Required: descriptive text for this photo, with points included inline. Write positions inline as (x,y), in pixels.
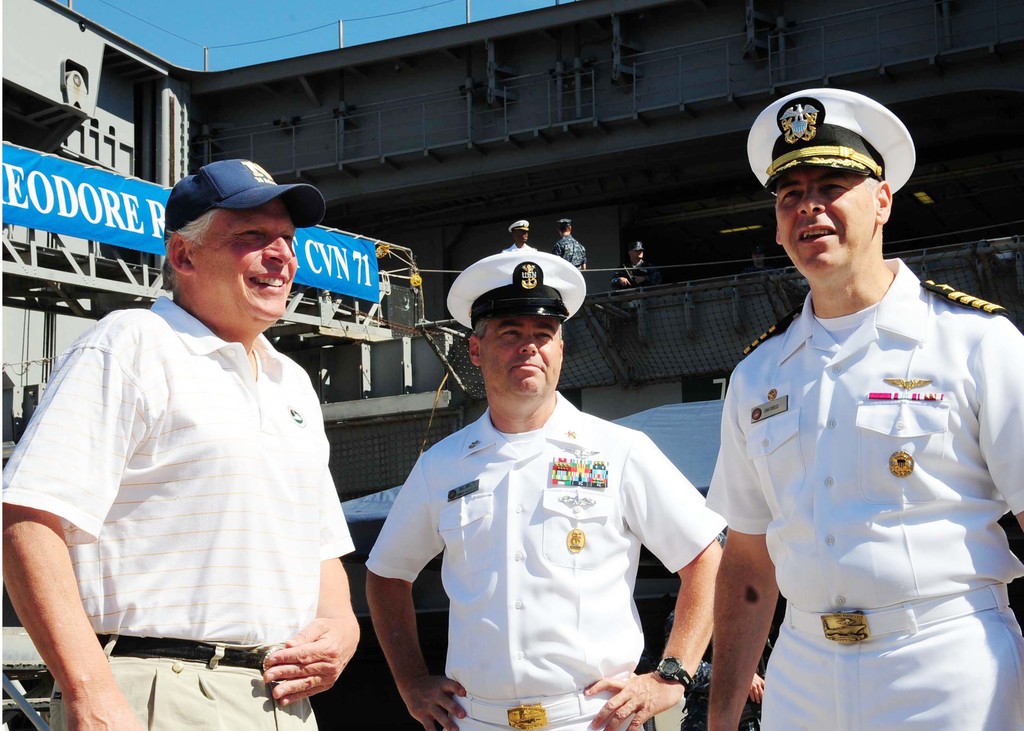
This image is taken outdoors. At the top of the image (260,15) there is a sky (260,15). In the middle of the image (490,456) three men (466,604) are standing and they are with smiling faces (557,336). Two men (743,555) have worn caps (827,118) and uniforms (517,557). In the background (475,191) there is a ship (244,131) with walls (708,111) and there are a few iron bars (299,303). There is a board (319,262) with a text (319,262) on it and a few are standing. There is a mesh (672,362) and there is a tent (676,437).
